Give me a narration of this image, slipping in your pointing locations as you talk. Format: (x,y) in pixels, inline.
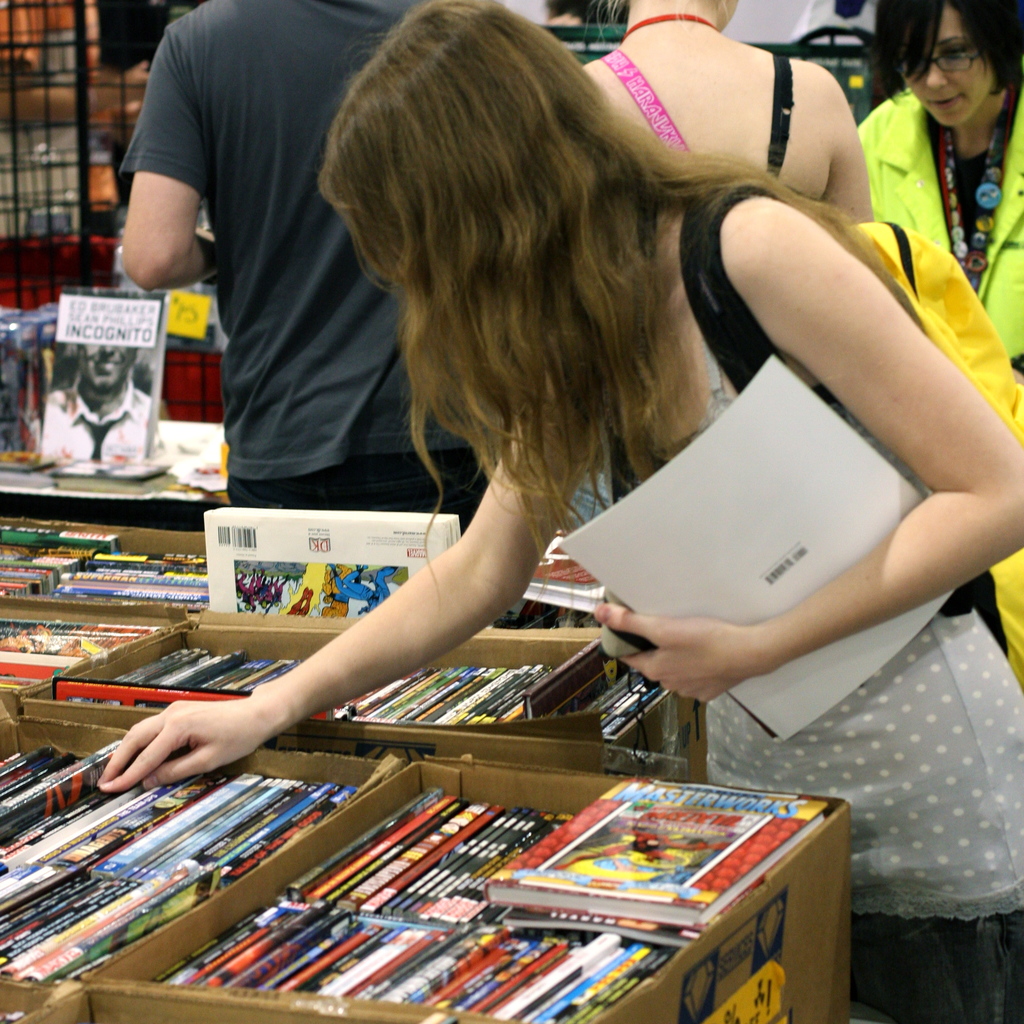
In this image, on the right side (894,603), we can see a woman (620,341) standing in front of the boxes (697,723) and she is also holding a book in one hand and touching books (237,785) on the other hand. On the right side (936,240), we can also see two women (926,152). In the middle of the image (352,521), we can see some boxes (210,900) with books (474,888). In the background (307,72), we can see a man (314,253) is standing in front of the table (65,493), on that table (50,496), we can see a book (147,331) on which some text (103,308) is written on it and painting (112,382) of a person (114,388).
